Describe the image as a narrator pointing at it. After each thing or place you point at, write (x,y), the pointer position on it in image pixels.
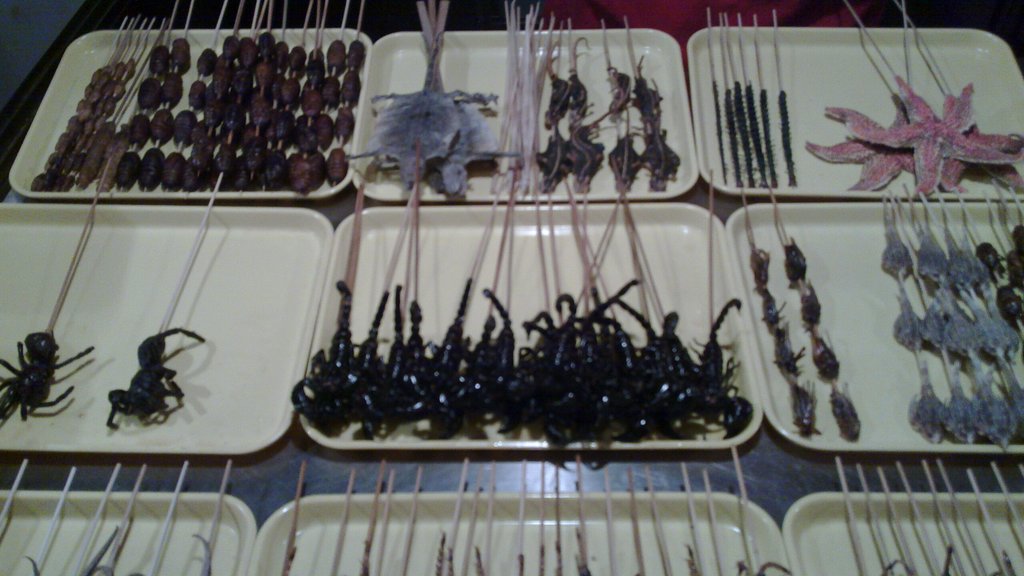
In this image I can see number of plates (180,544) and on these plates (868,281) I can see number of insects (651,101). On the top right side of this image (869,132) I can see few star fish (839,120).
